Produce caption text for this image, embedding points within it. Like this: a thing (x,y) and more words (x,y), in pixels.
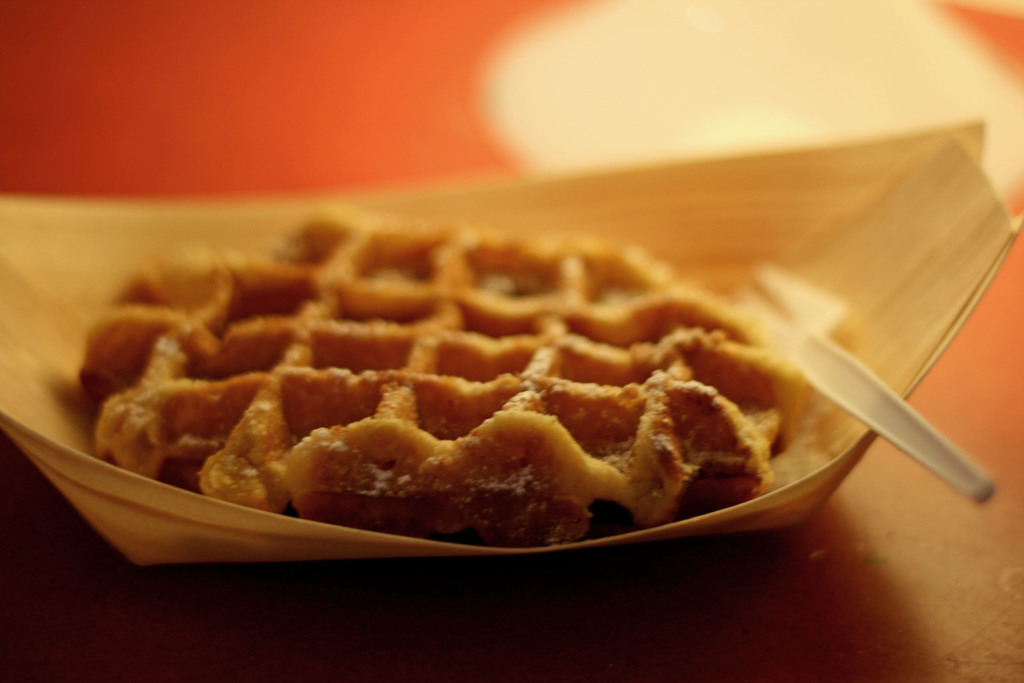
In this image there is a bowl (928,329) and in the bowl (959,305) there is food (572,311) and spoon (951,449), and at the bottom (886,589) there is table (845,487) and there is a blurry background (1,78).
